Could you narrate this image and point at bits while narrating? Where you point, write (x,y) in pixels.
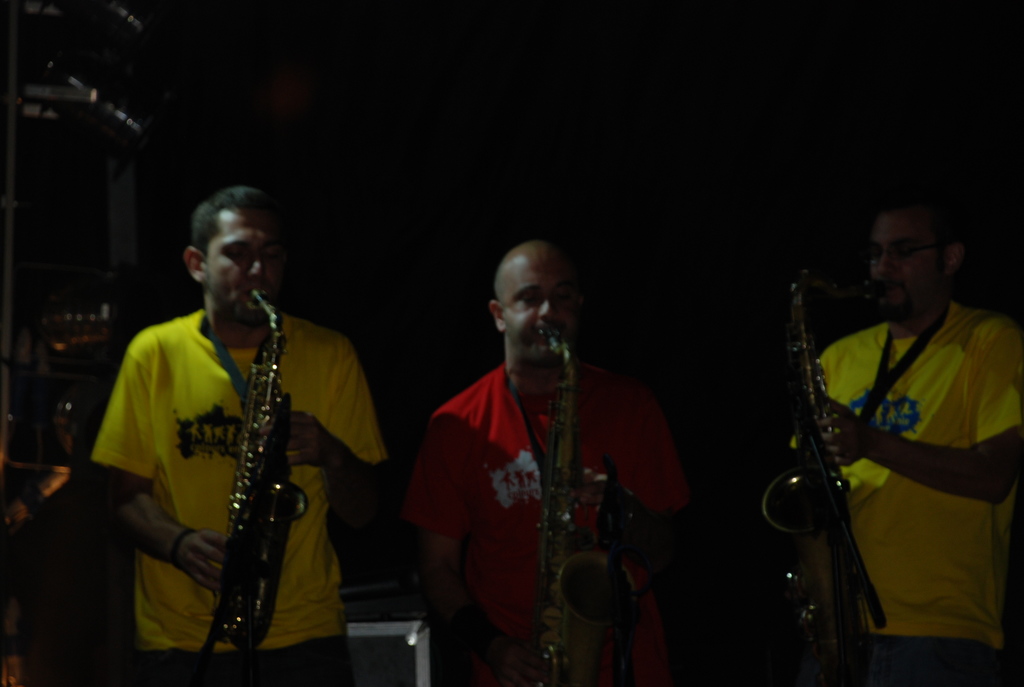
In this picture there are group of people (279,275) standing and playing musical instruments (256,293). At the back (357,612) there is an object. On the left side of the image (21,347) there is an object (15,620).
